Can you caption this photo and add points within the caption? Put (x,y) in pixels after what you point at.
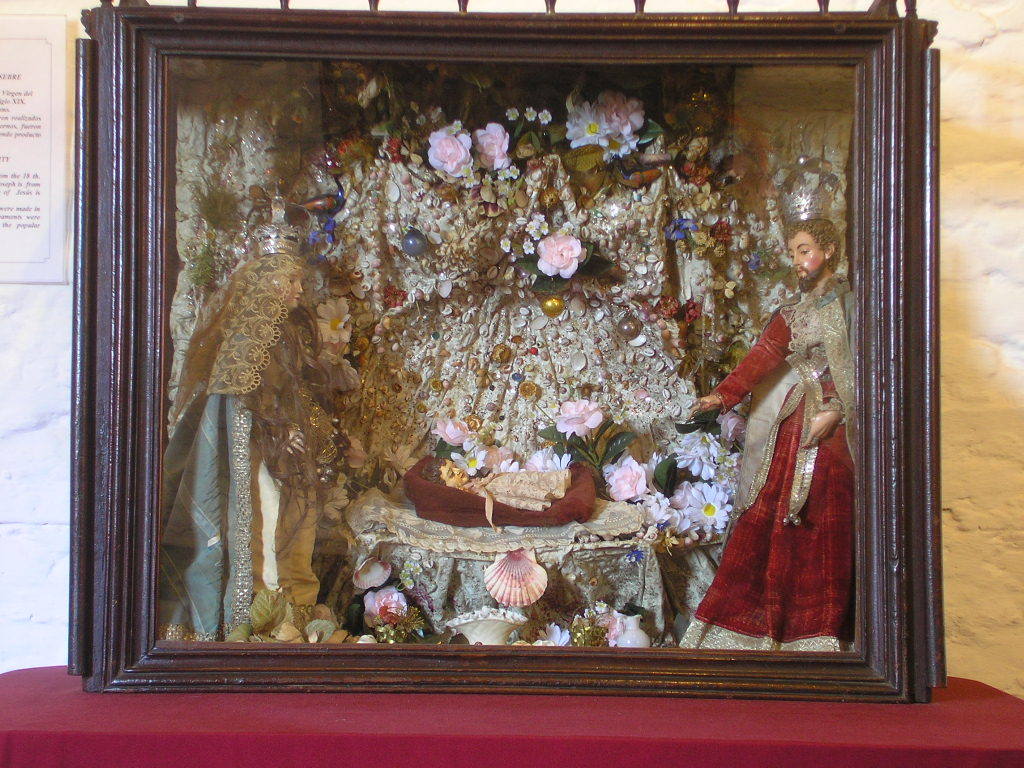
In this picture we can see a photo frame (129,540) on a platform (743,732), on this frame (136,607) we can see statue (824,579) of people (797,569), flowers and some objects (409,288) and in the background (951,426) we can see a wall (951,410), poster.
